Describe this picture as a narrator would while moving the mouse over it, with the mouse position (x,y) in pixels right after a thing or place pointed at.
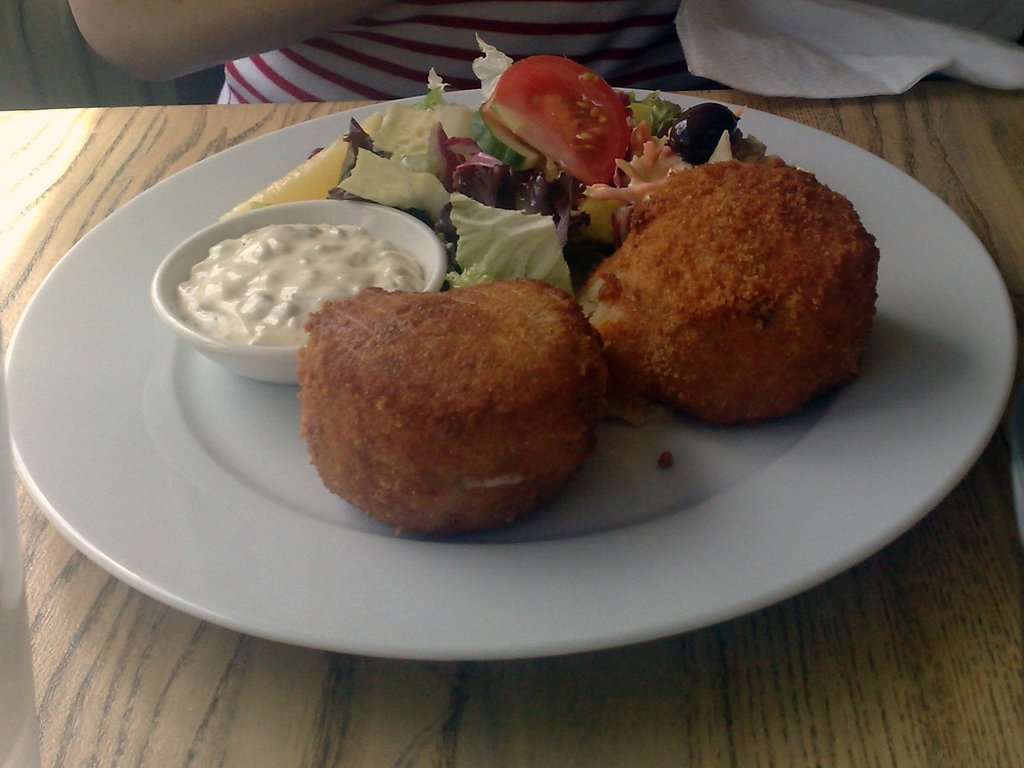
In this picture we can see a plate (350,577) on the wooden surface (957,172) with a bowl (277,308) and food items (506,242) on it. In the background (668,56) we can see a person (386,56) and a tissue paper (807,55).
